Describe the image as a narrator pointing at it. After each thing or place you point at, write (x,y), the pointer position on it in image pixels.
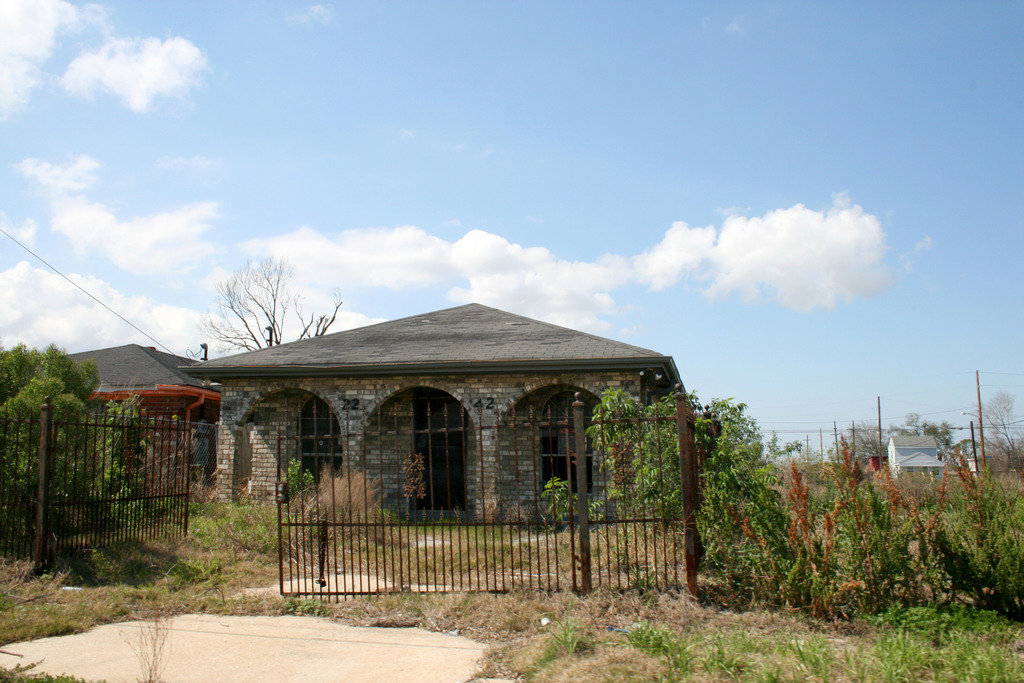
In this picture we can see grass (715,621), plants (914,592), gate (360,556), poles (880,431), houses (472,483), and trees (61,397). In the background (384,249) there is sky (489,216) with clouds (146,226).
